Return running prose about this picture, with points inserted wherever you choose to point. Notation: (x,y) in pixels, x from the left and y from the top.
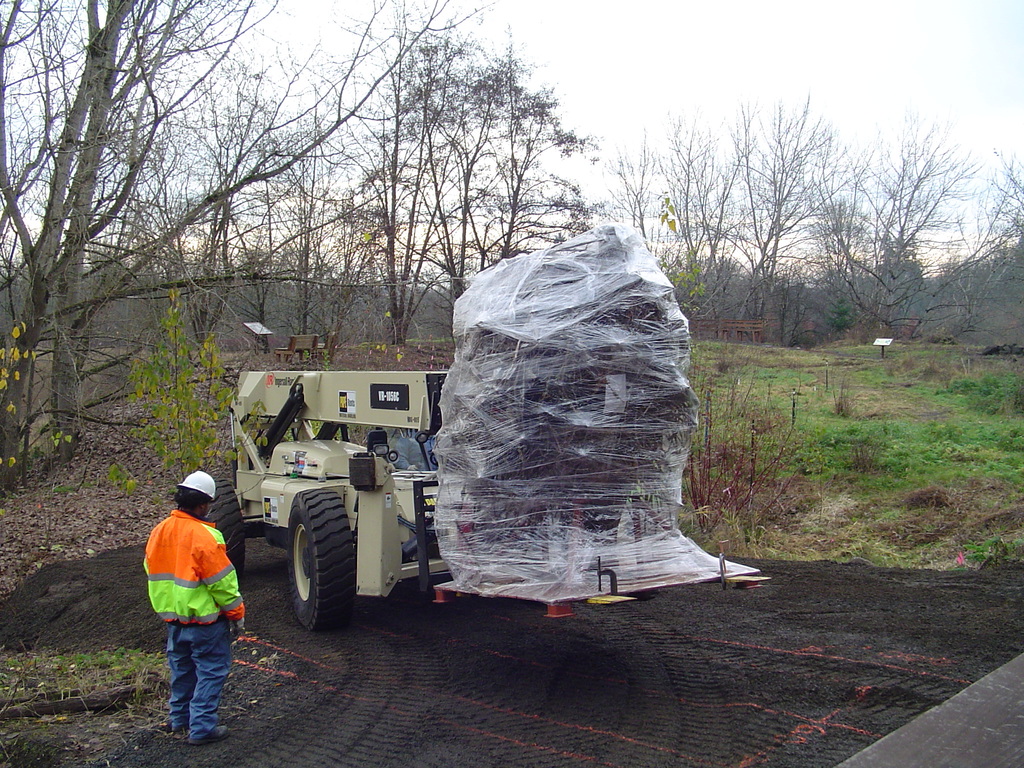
In this image there is a sky (735,32), there are trees (924,296), there are plants (173,379), there is grass (938,436), there is a bench (308,349), there is a vehicle (363,497), there is a person (191,589) standing.
